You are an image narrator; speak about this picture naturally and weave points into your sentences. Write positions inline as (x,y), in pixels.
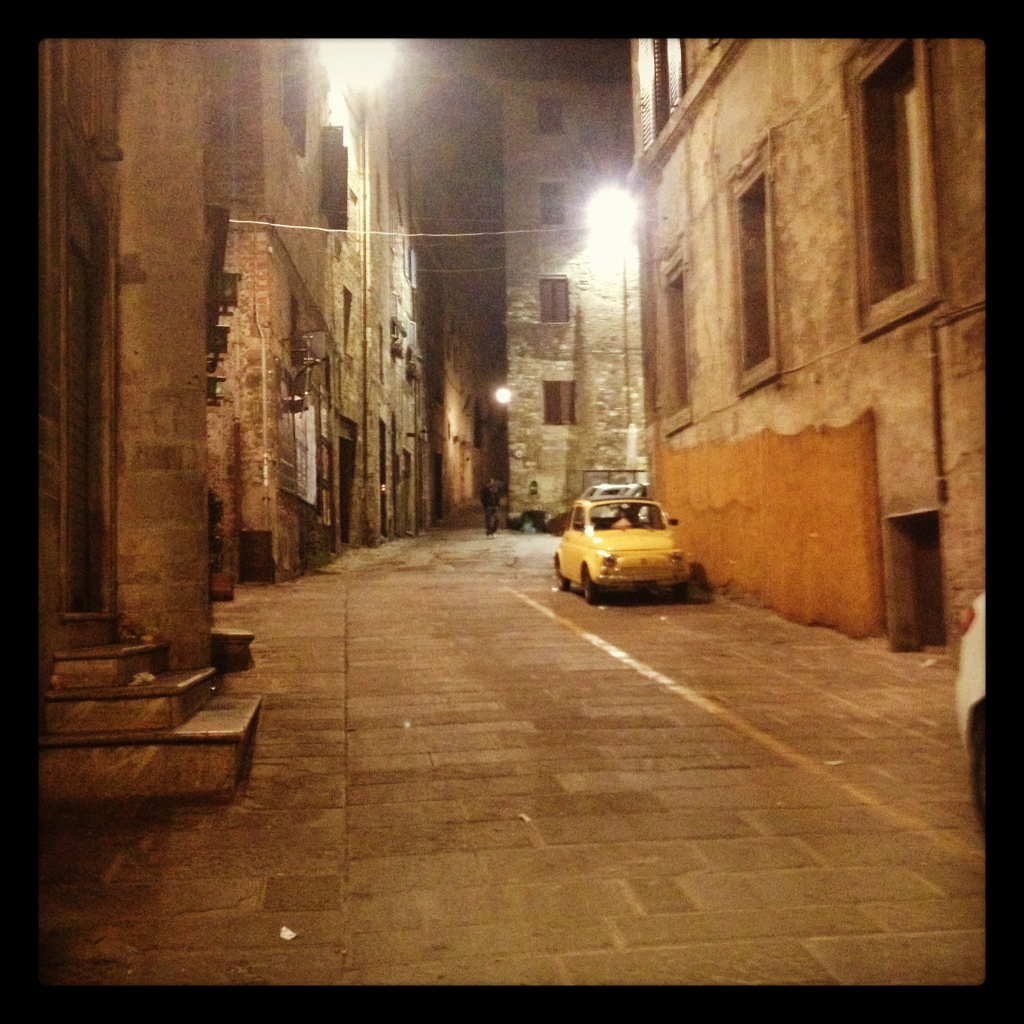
In the image there are buildings (555,238) with walls (612,279), windows (571,403) and also there are steps (170,712). There is a car (653,542) on the road (607,618) and also there is a person (488,485).
